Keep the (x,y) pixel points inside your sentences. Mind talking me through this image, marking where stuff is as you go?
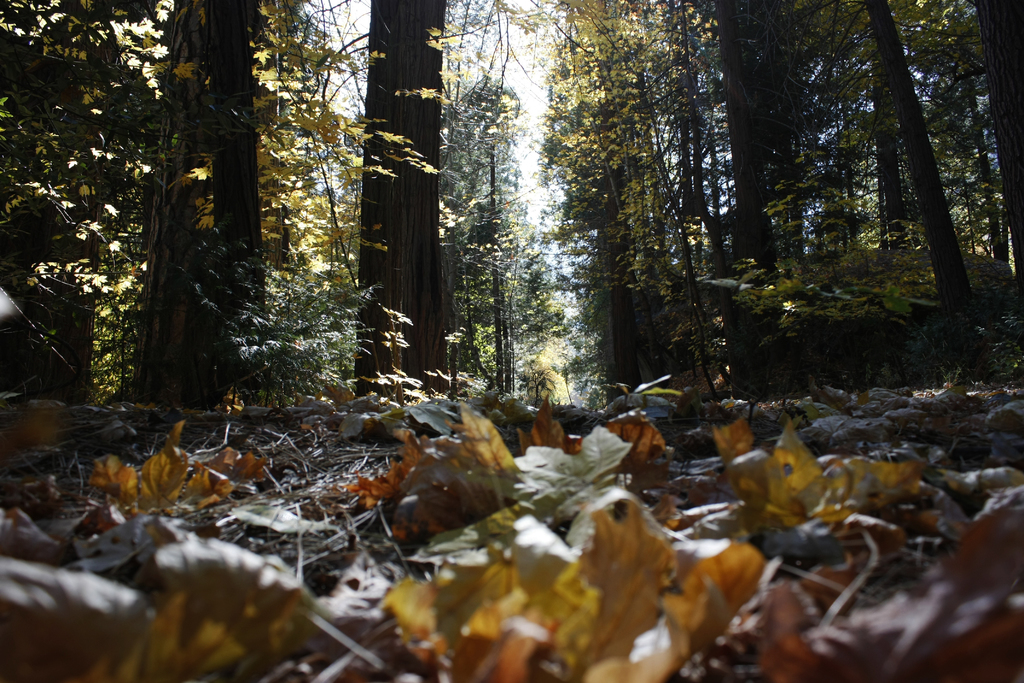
In this image we can see dry leaves (479,487), twigs (355,455), trees (390,130), plants (309,306) and sky (493,36).
